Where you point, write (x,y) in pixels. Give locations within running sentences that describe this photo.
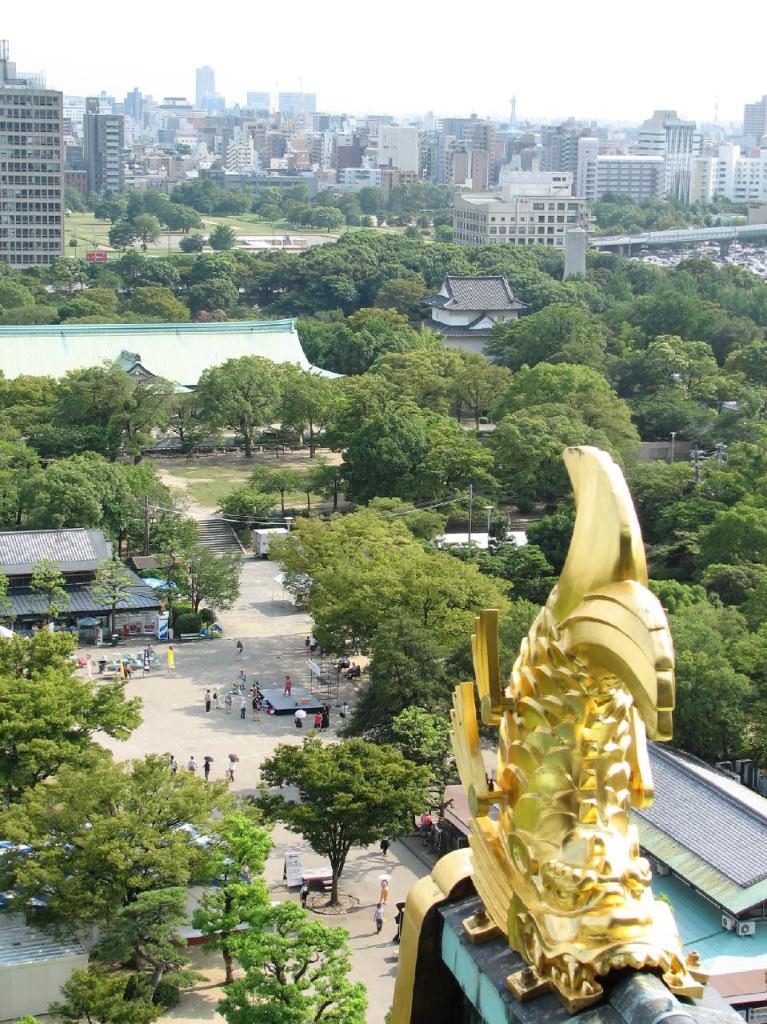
In this picture I can see buildings (433,308), trees (350,352), few persons (302,898). I can see sculpture (610,593) and a cloudy sky (397,61).
